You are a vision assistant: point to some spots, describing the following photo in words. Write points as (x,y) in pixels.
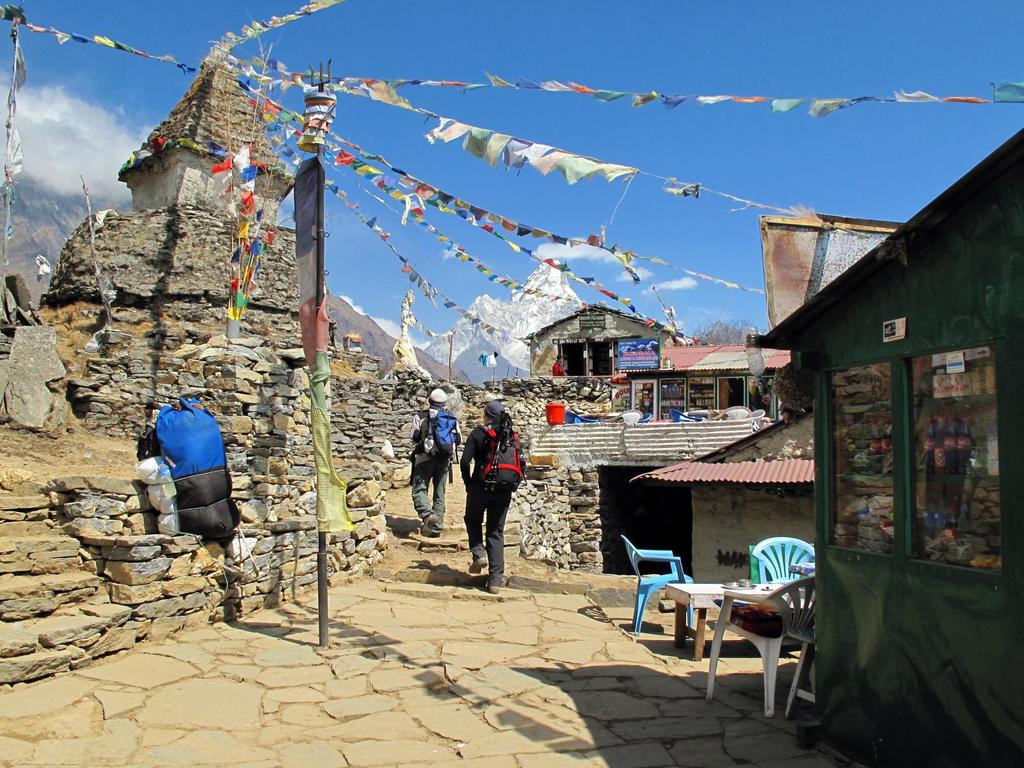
In this image I can see two people (427,508) with different color dresses (427,501) and these people (432,465) are wearing the bags (442,447). To the right (735,456) I can see the houses (867,418) and the sheds (840,592). I can also see the chairs (797,593) and the tables (675,615). To the left (125,570) I can see the pole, stones (275,311) and the some decorative flags (418,216) in the top (314,250). In the background (369,231) I can see the clouds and the sky (445,54).
